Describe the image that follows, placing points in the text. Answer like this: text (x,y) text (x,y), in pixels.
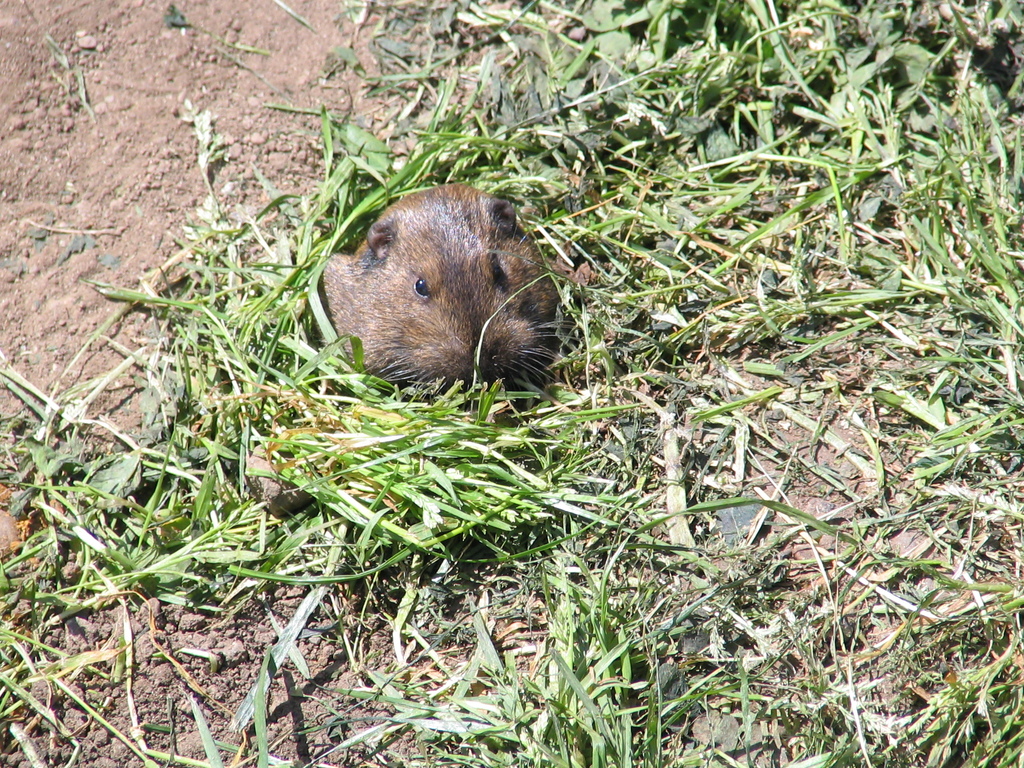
In the image we can see there is a rat (423,298) which is standing on the ground (372,393) and the ground (395,419) is covered with grass (666,173) and mud (168,239).
